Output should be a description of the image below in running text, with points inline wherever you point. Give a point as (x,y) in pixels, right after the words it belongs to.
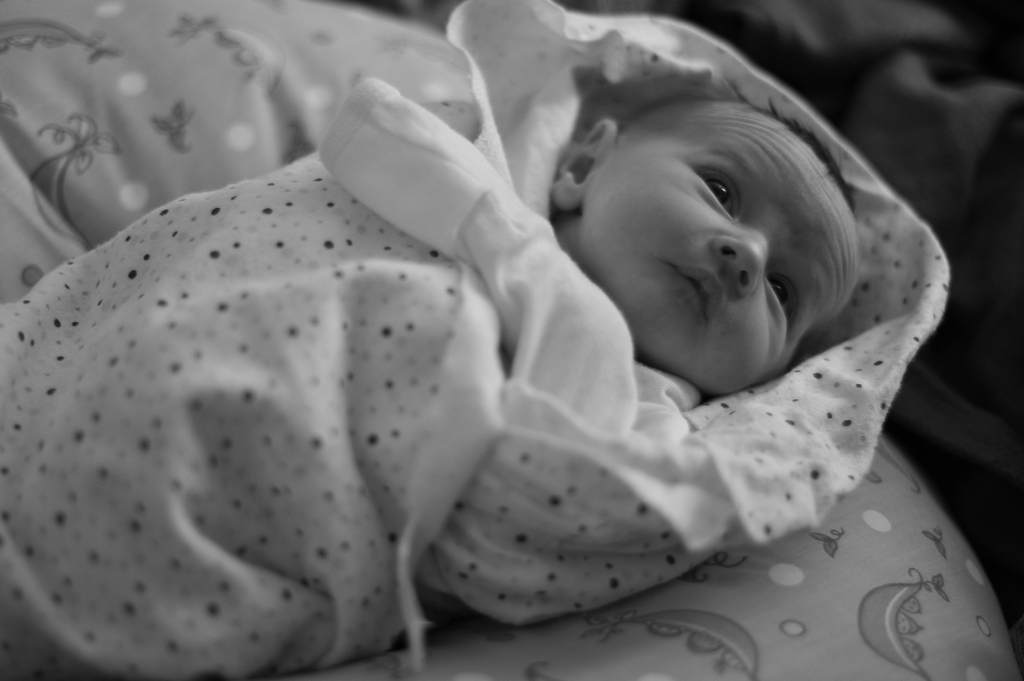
In this picture I can see a baby (501,301) on the cloth (560,601).
